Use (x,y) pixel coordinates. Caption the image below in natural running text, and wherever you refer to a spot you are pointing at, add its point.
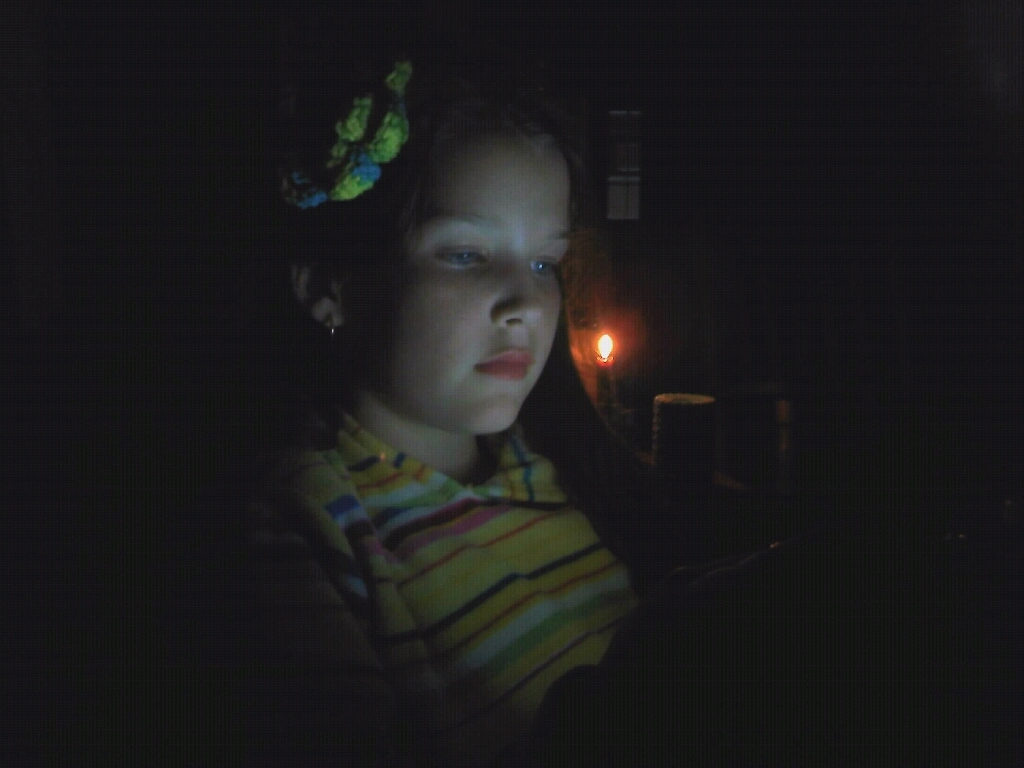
In this picture, we can see a lady (551,632) holding an object (703,658), we can see the dark background (654,348), and some objects (672,456) like candle (607,404), and a cup (673,439).
